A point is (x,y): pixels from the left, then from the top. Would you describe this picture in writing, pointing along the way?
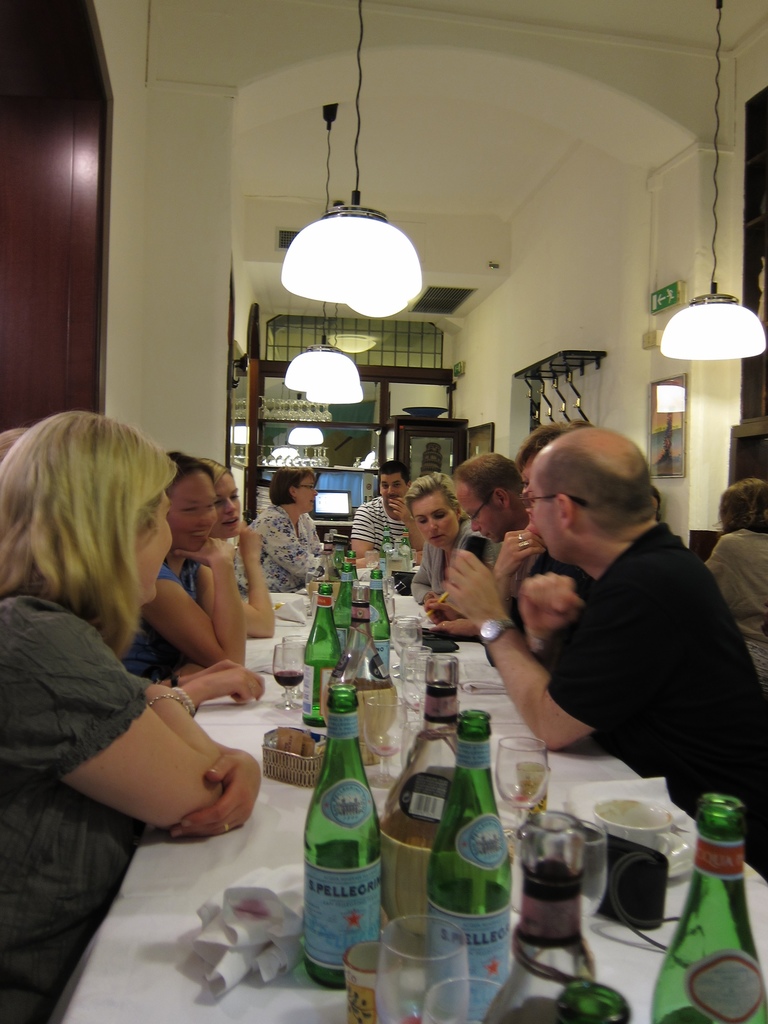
There is a group of people (187,796). They are sitting on a chairs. Some persons (533,562) are wearing a spectacle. On the right side of the person (550,631) is holding a mobile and he is wearing a watch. There is a table (512,735). There is a wine glass (519,742), bottle (477,784), cup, tissue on a table (509,712). We can see in the background (124,169) wall (127,163), cupboard (404,441) and lights (319,398).
